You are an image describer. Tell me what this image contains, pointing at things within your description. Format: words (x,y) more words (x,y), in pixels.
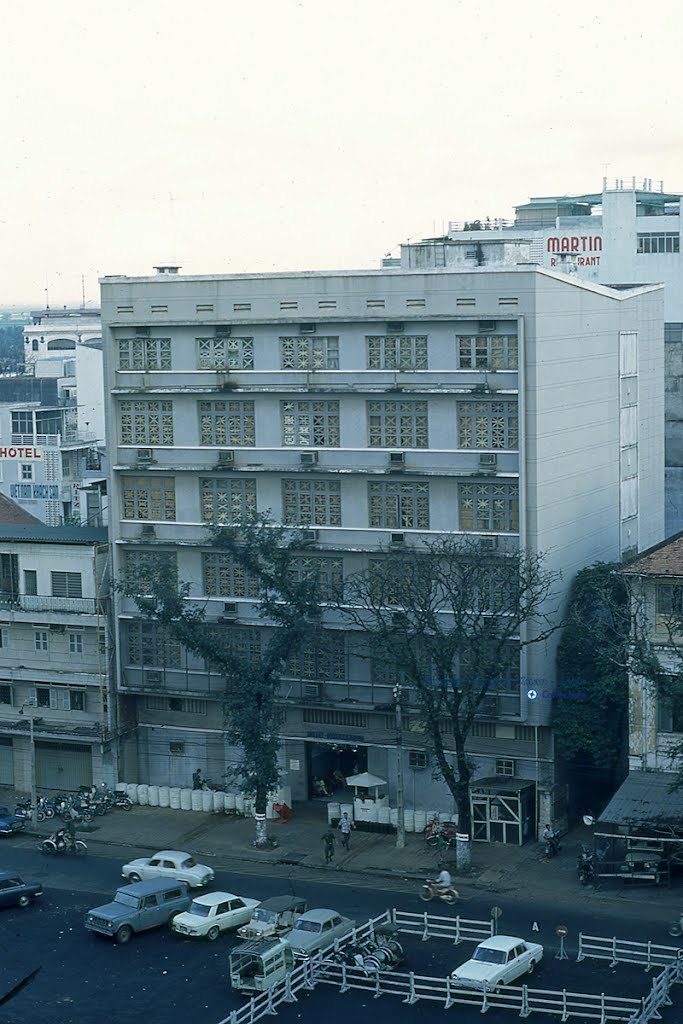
In this image I can see buildings (465,431) in the middle (423,431) and at the top (76,91) I can see the sky (167,91), in front of the building (478,707) I can see trees (444,698) and persons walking on the road (417,889) and I can see vehicles (51,846) parking on the road (148,992) at the bottom (239,971).
